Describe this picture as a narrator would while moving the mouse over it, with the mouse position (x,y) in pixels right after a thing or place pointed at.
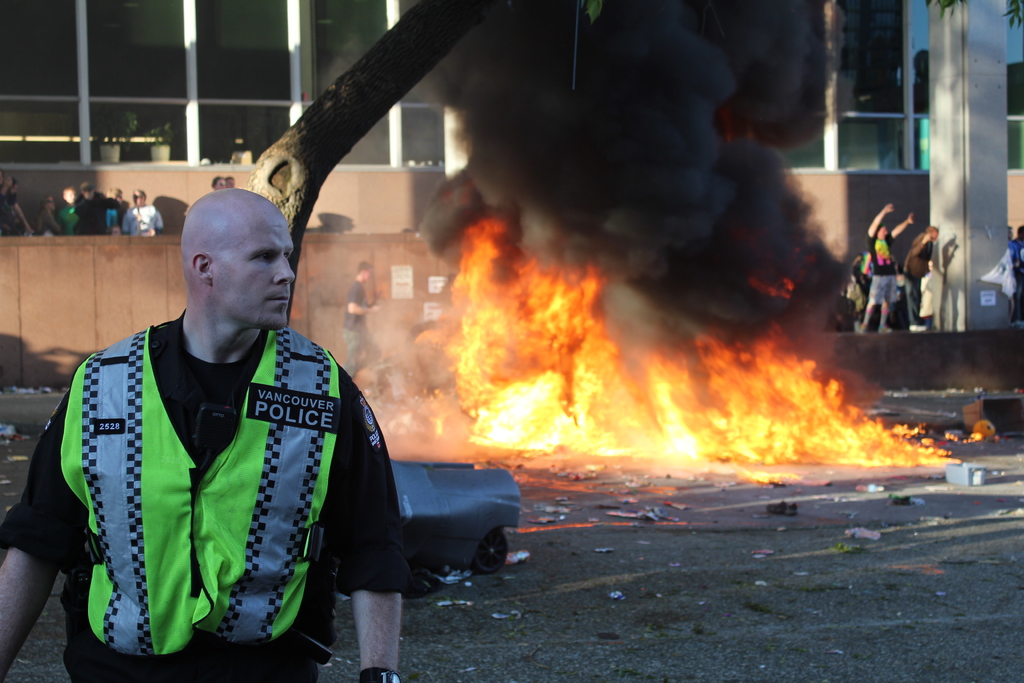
In the bottom left corner of the image (207,538) a person (114,437) is standing. Behind him there is fire (588,291). Behind the fire (470,293) few people (927,272) are standing. At the top of the image (189,92) there is a building (928,155).
